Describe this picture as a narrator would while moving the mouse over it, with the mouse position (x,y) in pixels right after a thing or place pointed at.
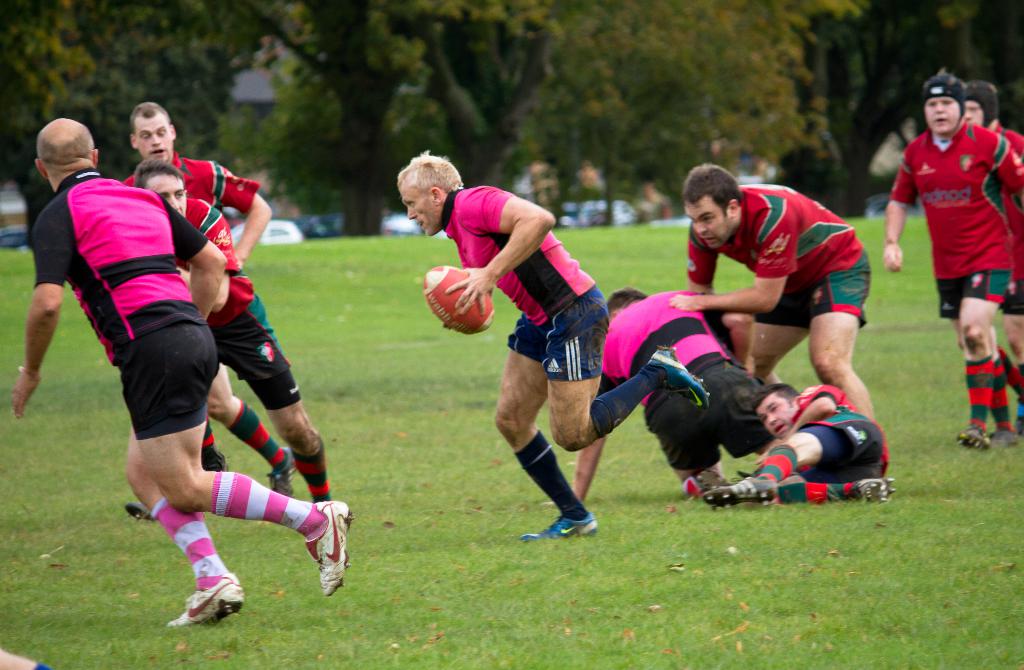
In this image, we can see people (570,359) wearing sports dress (484,234) and are playing a game and one of them is holding a ball (442,301). In the background (564,95), there are trees (333,194). At the bottom (461,549), there is ground (489,569).
